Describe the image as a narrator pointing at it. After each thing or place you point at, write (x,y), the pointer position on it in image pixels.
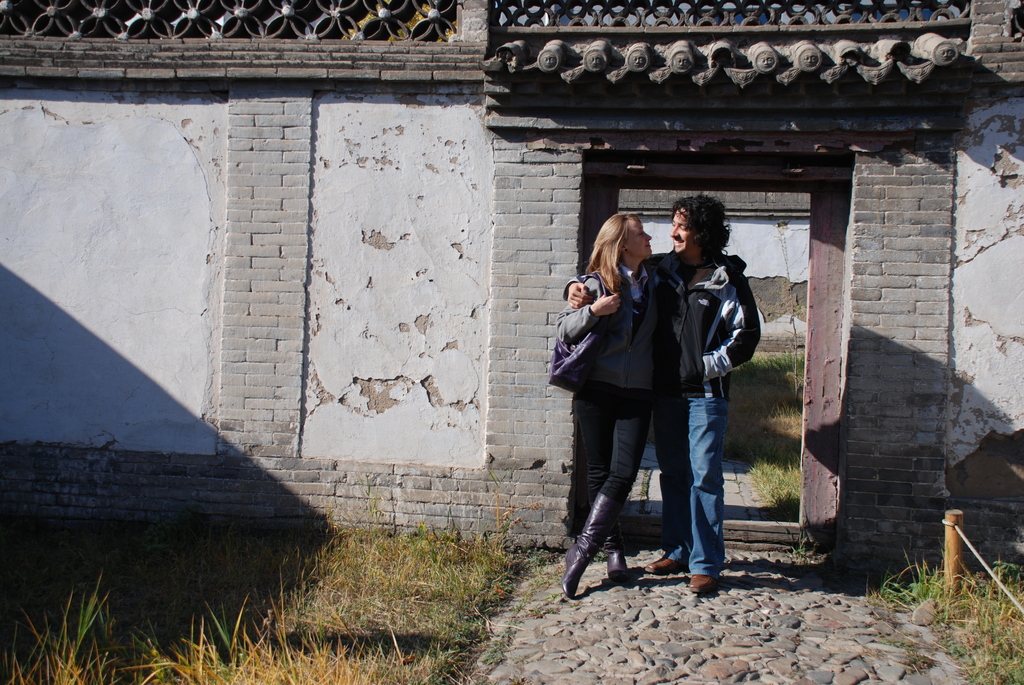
In this image, we can see some grass (435,589). There are two persons (686,350) in the middle of the image (641,287) wearing clothes (621,406) and standing in front of the wall (458,435).
